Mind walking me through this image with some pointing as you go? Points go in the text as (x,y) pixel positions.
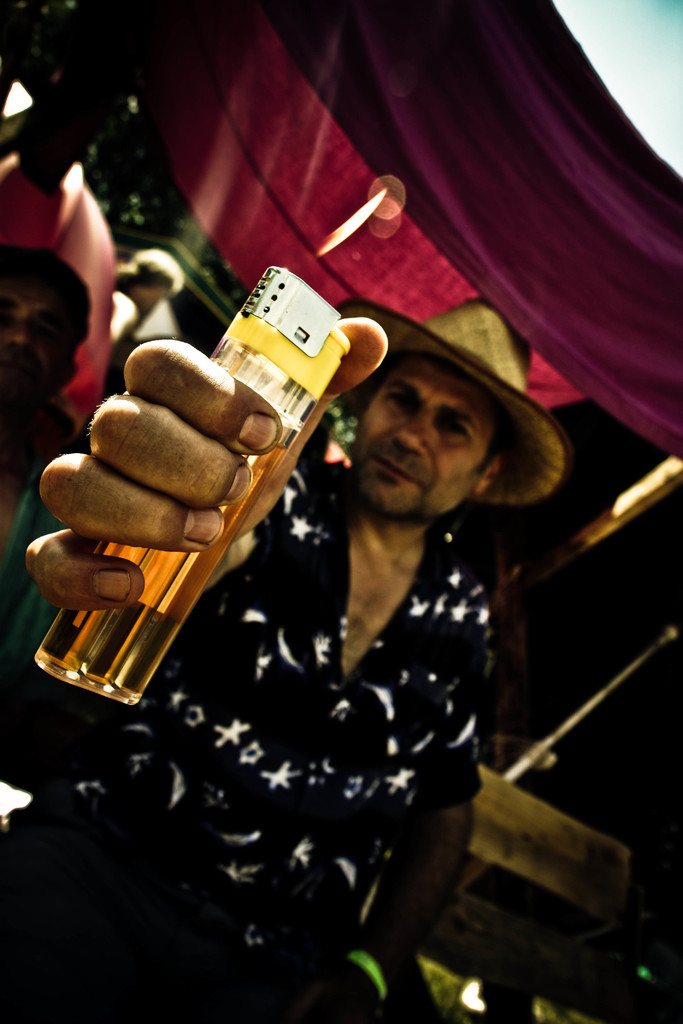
In this picture I can observe a person (196,488) holding a lighter (242,319) in his hand (224,464). He is wearing hat (502,386) on his head (453,425). In the background (46,417) I can observe some people (12,378).
